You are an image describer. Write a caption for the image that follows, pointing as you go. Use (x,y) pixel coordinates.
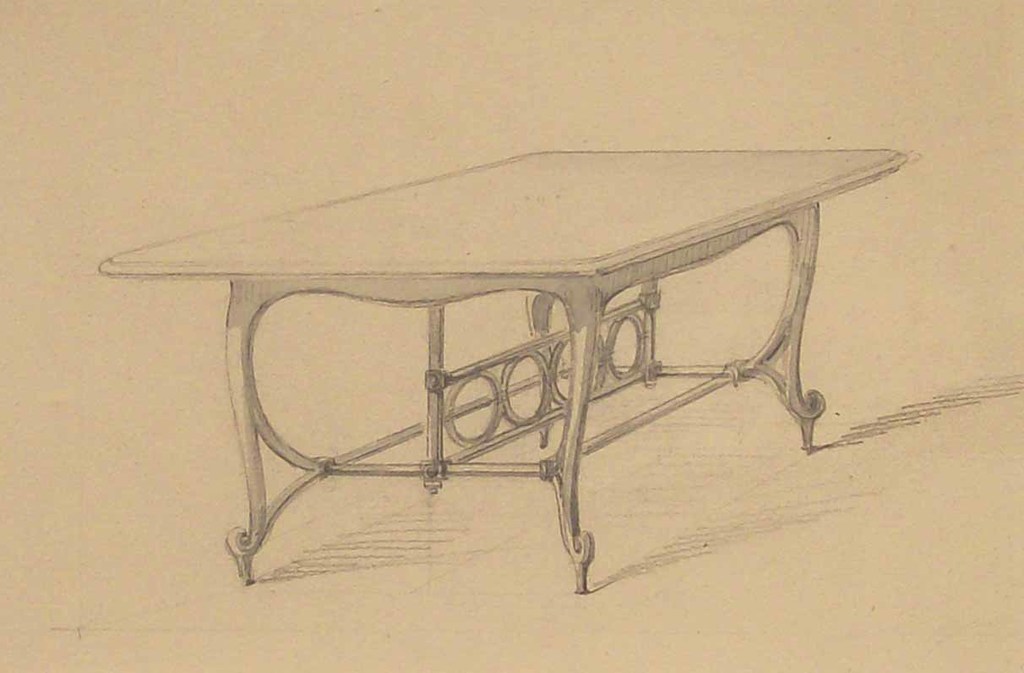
In this image there is an art (418,392) which contains a table (514,271). In the image there is a table (596,305) in the middle (544,272).
